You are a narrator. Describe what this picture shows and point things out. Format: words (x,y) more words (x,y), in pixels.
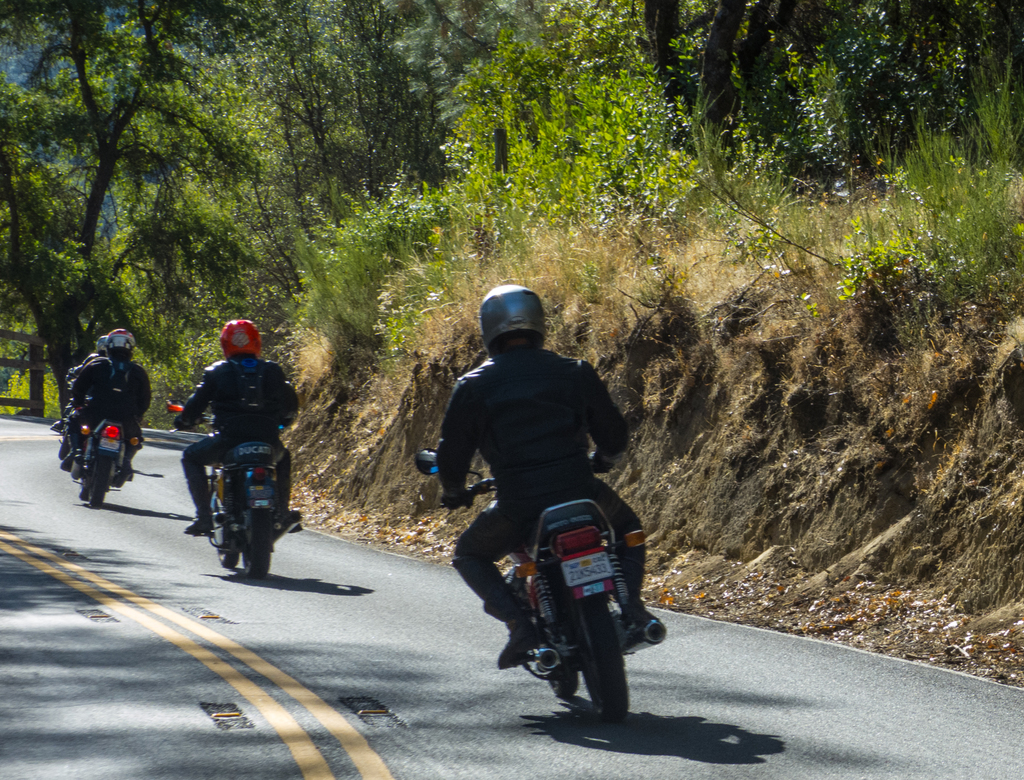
In this image I can see vehicles (240,475) on road (248,747). I can also see people (229,435) sitting on vehicles (644,634) and wearing helmets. In the background (371,226) I can see trees (337,186) and the grass (597,305).
